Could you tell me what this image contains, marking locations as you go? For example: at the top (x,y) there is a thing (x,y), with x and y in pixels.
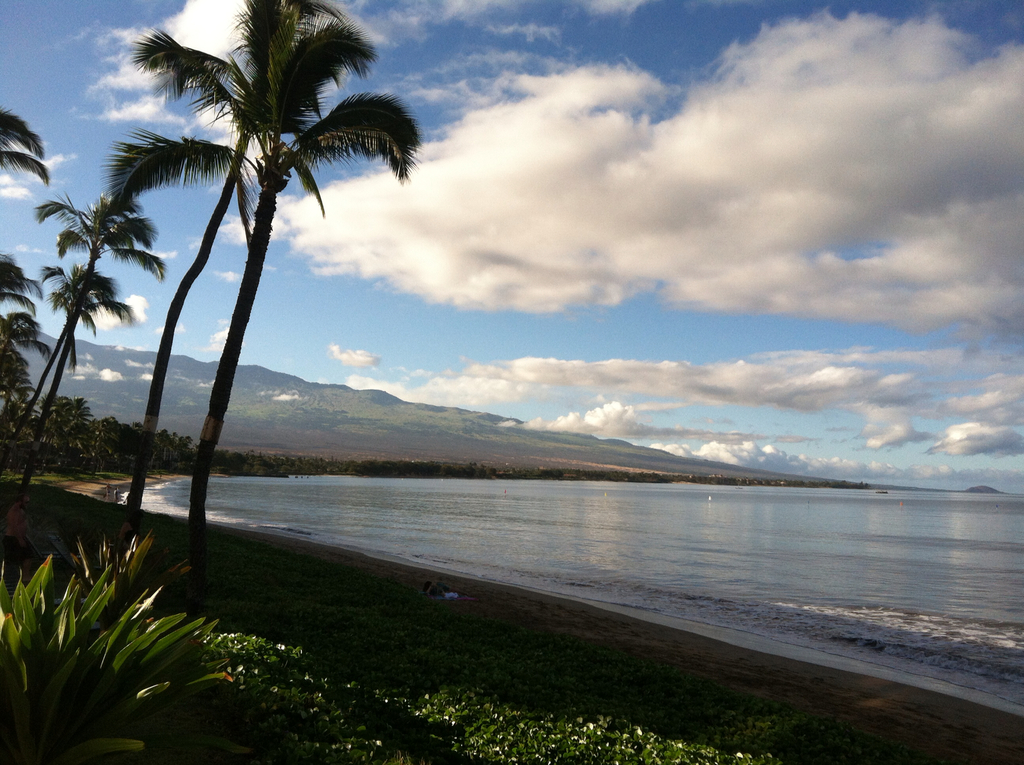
In this image we can see the water (802,563). And at the side we can see the trees (216,415), grass (422,657), plants (199,621), mountains (314,419) and the sky (682,188) in the background (673,203).
